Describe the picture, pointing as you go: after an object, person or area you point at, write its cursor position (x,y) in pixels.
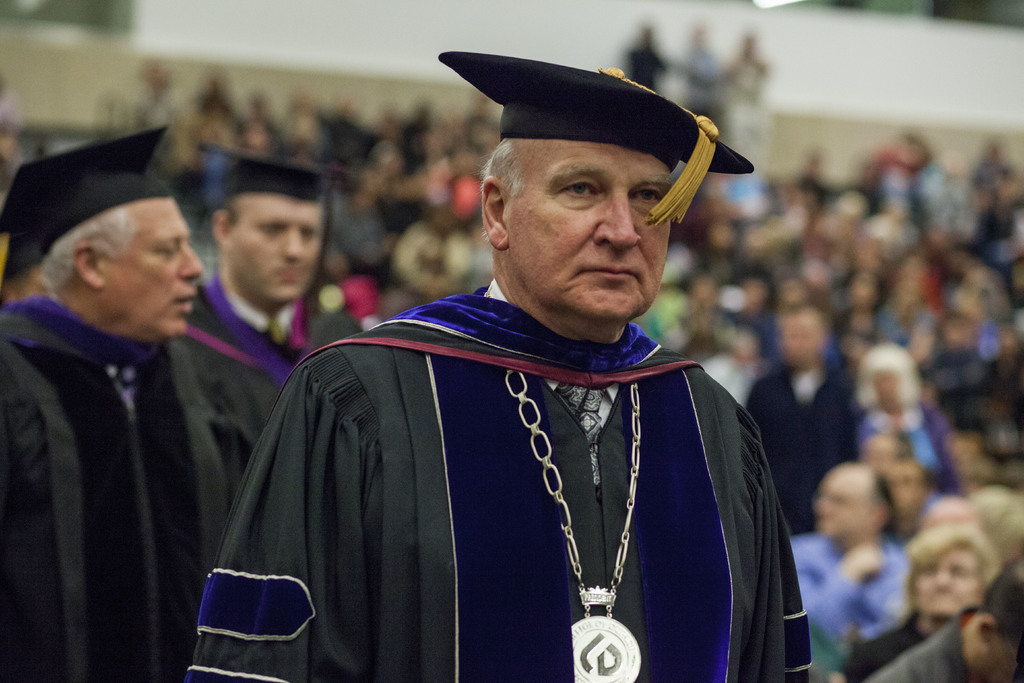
There are people (219,439) standing and wore caps (538,120). In the background (985,482) we can see people (744,75) and it is blurry.
